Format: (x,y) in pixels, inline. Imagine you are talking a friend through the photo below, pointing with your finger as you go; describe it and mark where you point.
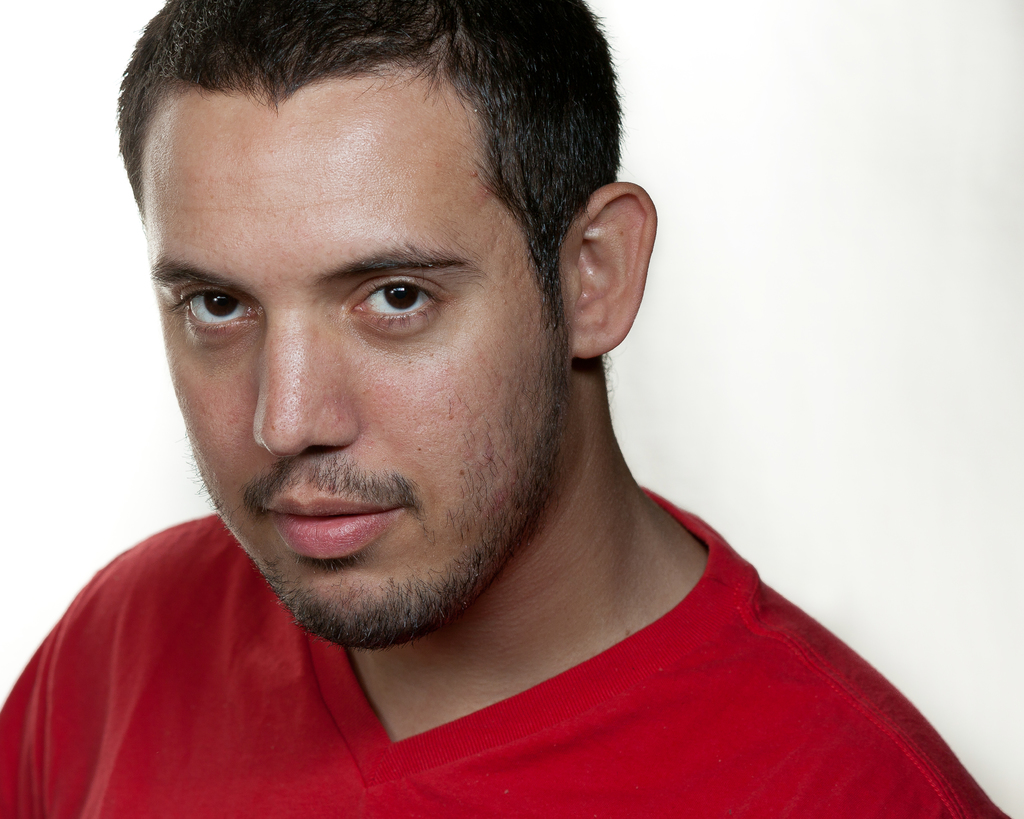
In the picture I can see a person (687,699) wearing red T-shirt (587,759) and the background (854,387) is in white color.
